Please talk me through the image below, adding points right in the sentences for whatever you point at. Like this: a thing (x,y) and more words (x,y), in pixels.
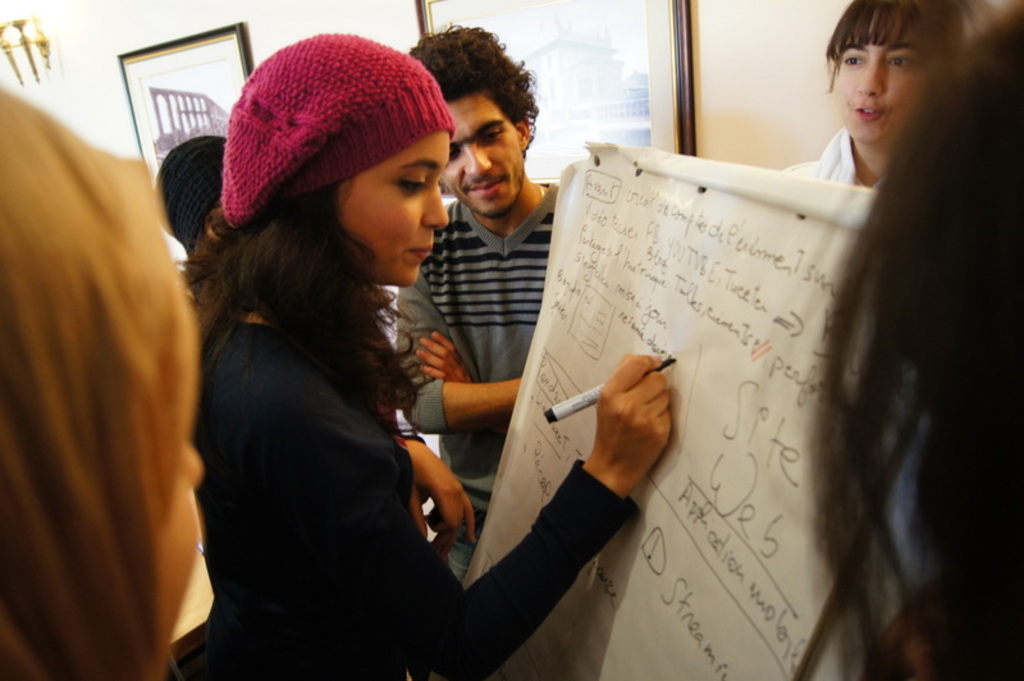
In this picture a beautiful woman (378,410) is writing on the chart (679,409), she wore sweater (339,426), cap (322,176) and a man (434,313) is standing and looking at this side. Behind him there is a photo frame (600,75) on the wall (735,9), on the right side (872,87) another woman (868,107) is talking.
